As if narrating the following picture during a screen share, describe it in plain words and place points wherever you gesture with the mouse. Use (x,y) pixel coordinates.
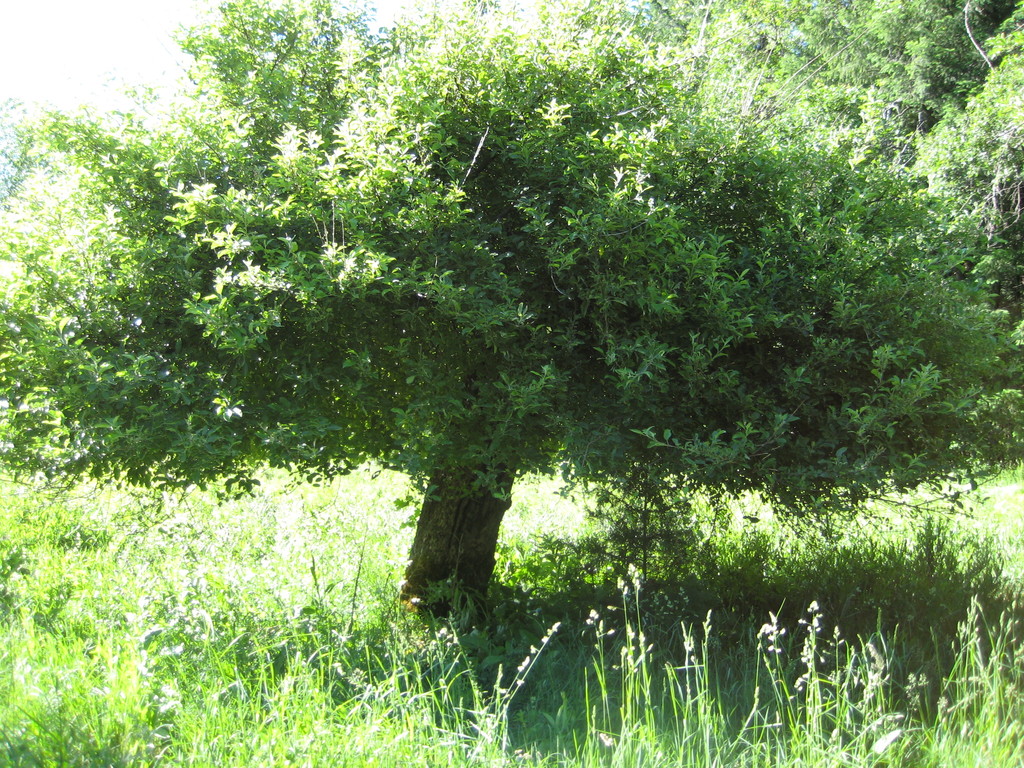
In this image there are trees (605,500) and plants (659,630).
